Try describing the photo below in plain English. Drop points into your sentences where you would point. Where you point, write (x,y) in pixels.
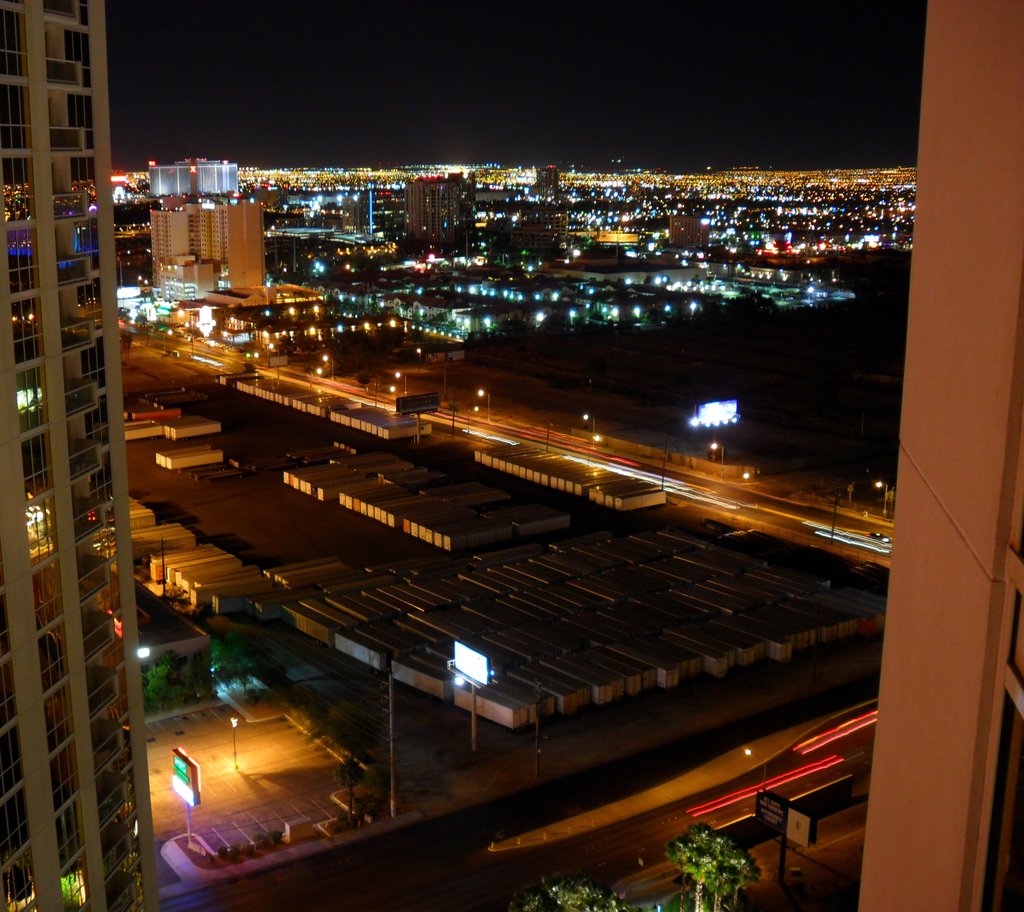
In this image, we can see some buildings (415,197) and we can see some lights (526,192).
